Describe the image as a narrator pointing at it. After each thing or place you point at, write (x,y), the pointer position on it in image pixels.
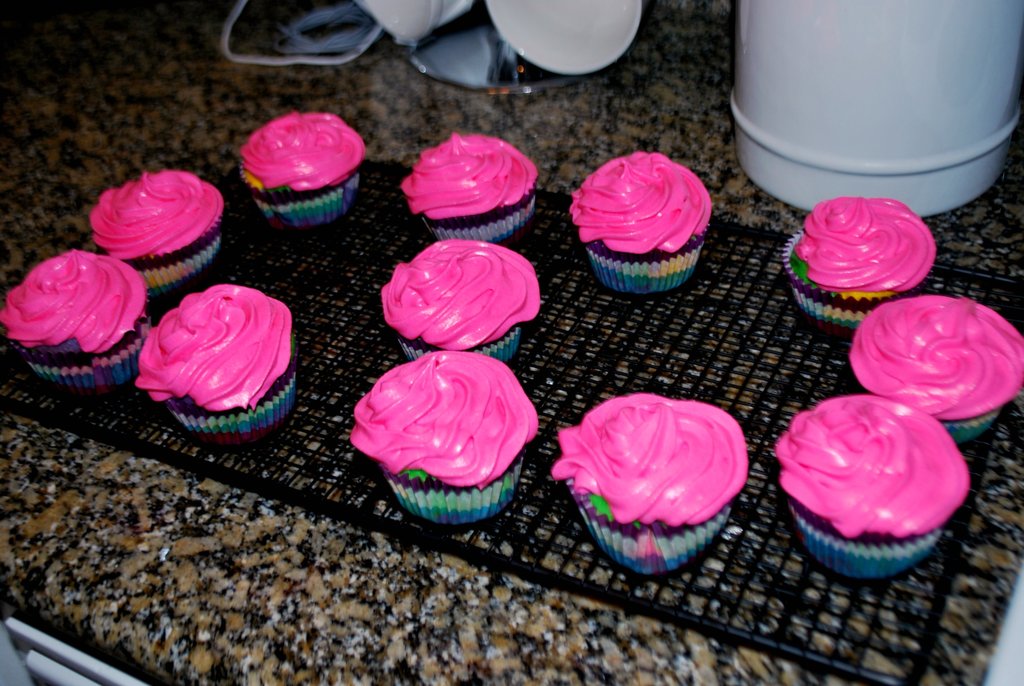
In this image we can see some cupcakes (820,438) on an object (416,245), also we can see some other objects (842,27), which are on the kitchen slab (653,98).
